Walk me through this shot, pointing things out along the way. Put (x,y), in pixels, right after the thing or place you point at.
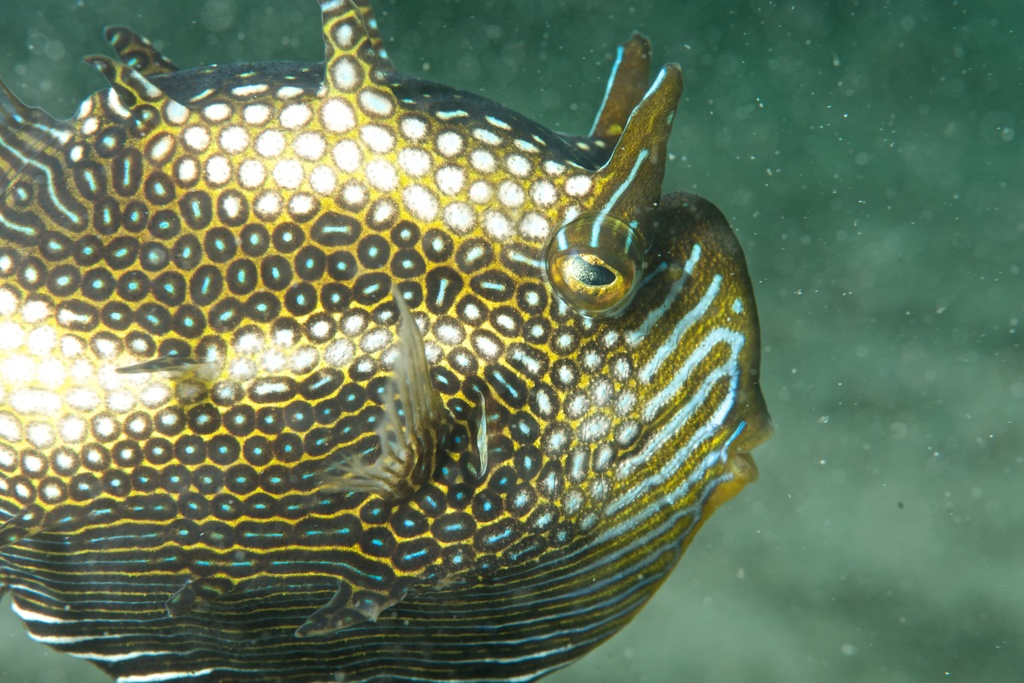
In this picture we can see an underwater environment (957,306), on the left side (324,454) there is a fish (517,344).
